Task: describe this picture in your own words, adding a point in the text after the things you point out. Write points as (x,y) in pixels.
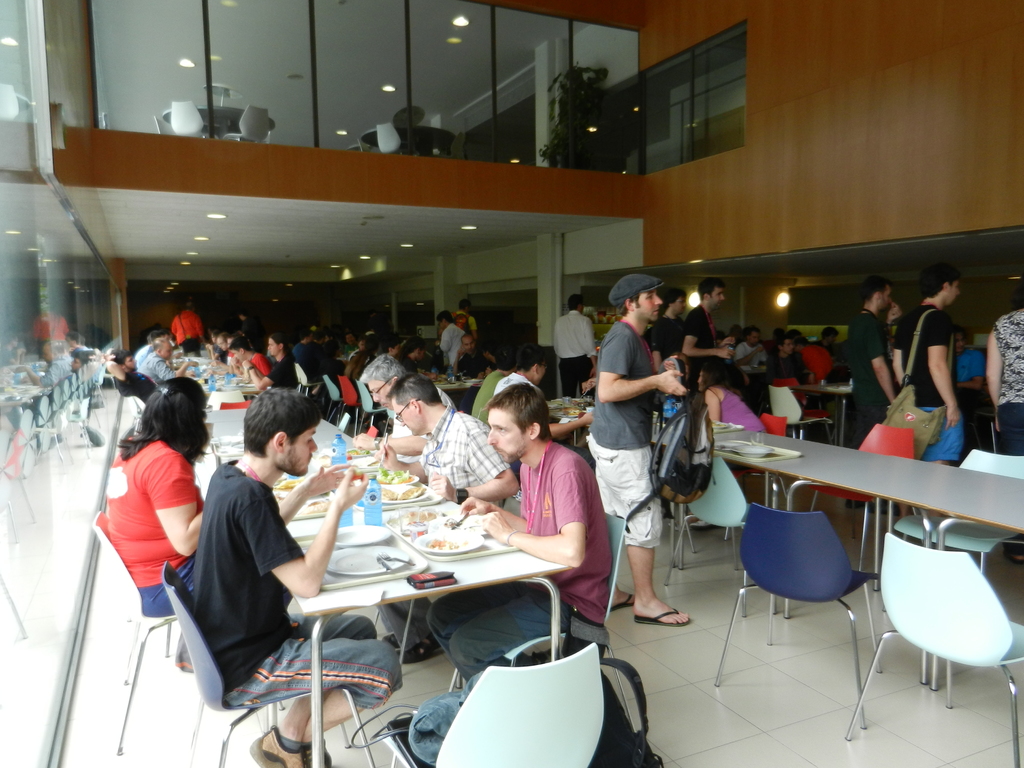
Here we can see a group of people (534,374) sitting on chairs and tables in front of them having their meal (449,515) and at right side (879,306) we can see another group (615,355) standing and some of them are carrying their bags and at the top (169,94) we can see a cabin (235,95) with table (238,107) and chairs (183,108).
